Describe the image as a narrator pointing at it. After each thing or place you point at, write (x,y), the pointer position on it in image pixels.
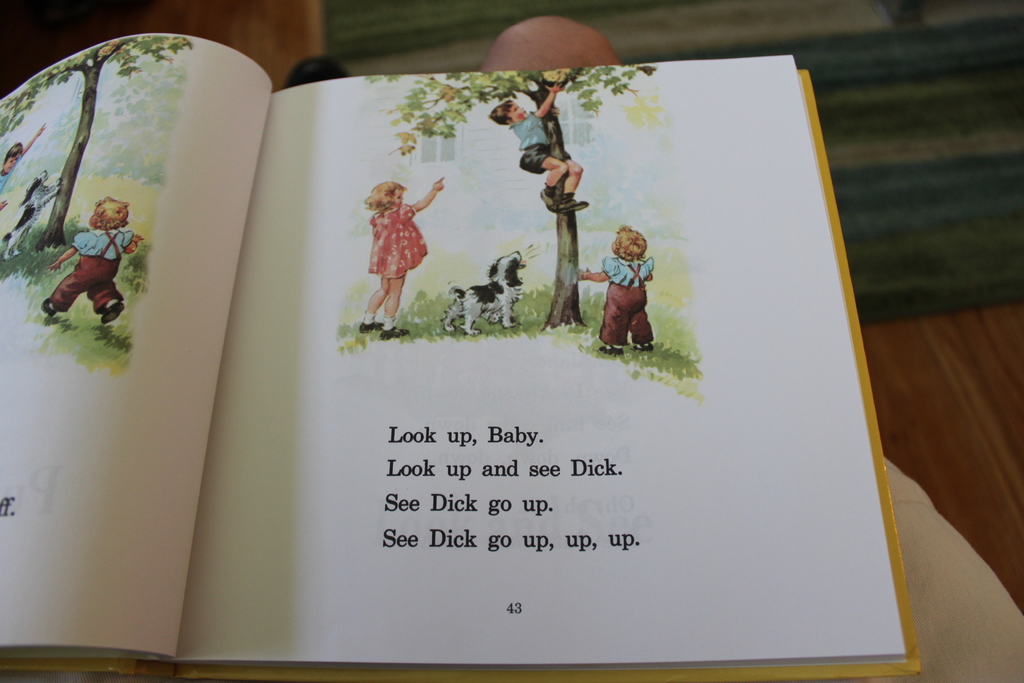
In this picture there is a person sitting and there is a book (566,267) on the person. There is text (602,454) and there are pictures (440,285) of people (533,140), building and tree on the book (722,358). At the bottom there is a mat (971,286) on the floor (939,375).
